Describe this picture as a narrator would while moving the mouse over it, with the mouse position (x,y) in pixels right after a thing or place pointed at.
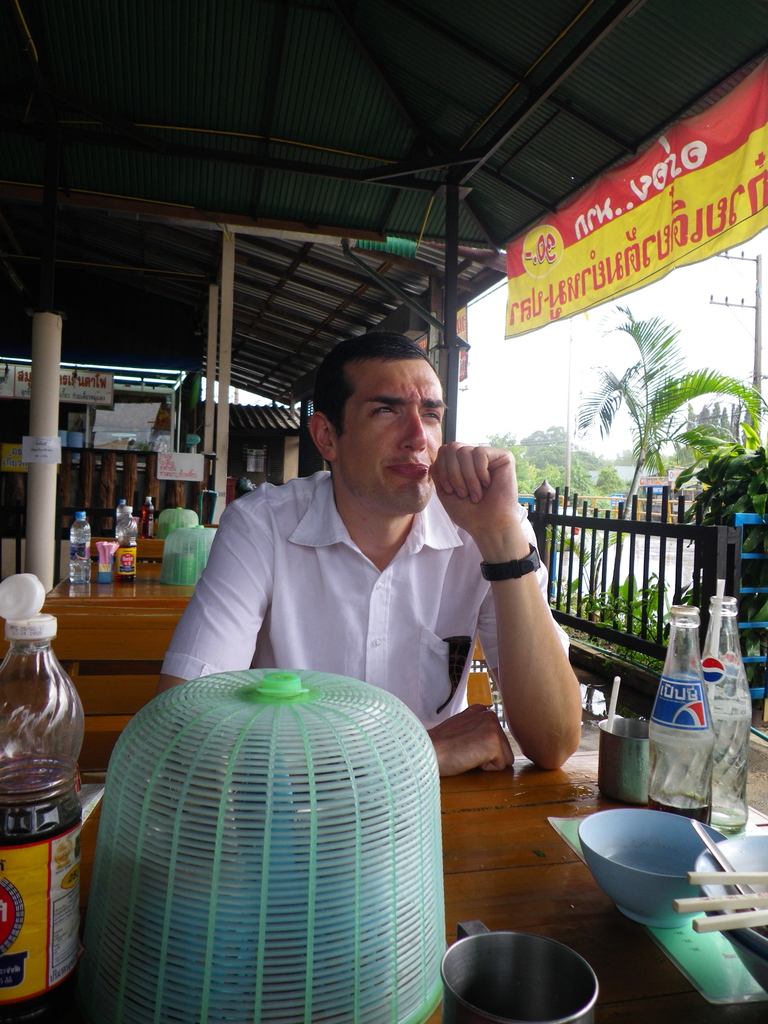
This image consists of tables (536,820), trees (640,419) on right side (654,405), a banner (665,254) on right side (610,214) top corner. This is a shed (347,271). On that table (592,810) there are cold drinks (728,795), bowls (641,900), chopsticks (717,877), water bottles (17,642). There is a person (319,615) sitting on chair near this table (520,818).
